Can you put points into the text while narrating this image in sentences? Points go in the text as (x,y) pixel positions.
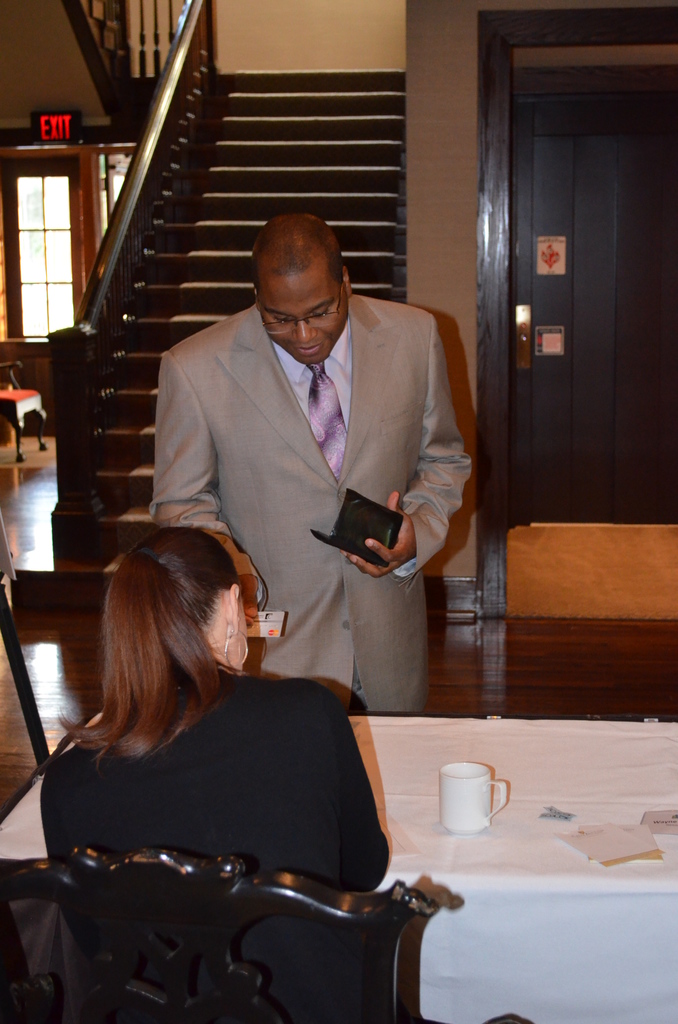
This is a picture inside a building (614,663). In the center of the image (373,395) a man (350,386) is standing holding a wallet (356,546) in his hand (373,568). In the foreground (290,735) a woman (280,857) is sitting, there is a table (474,737) in front of her, on the table (427,789) there is a cup (471,768). In the background of the center there is staircase (291,140). On the top right (628,246) there is a door (623,348). On the top left (33,232) there is a window (38,199).
